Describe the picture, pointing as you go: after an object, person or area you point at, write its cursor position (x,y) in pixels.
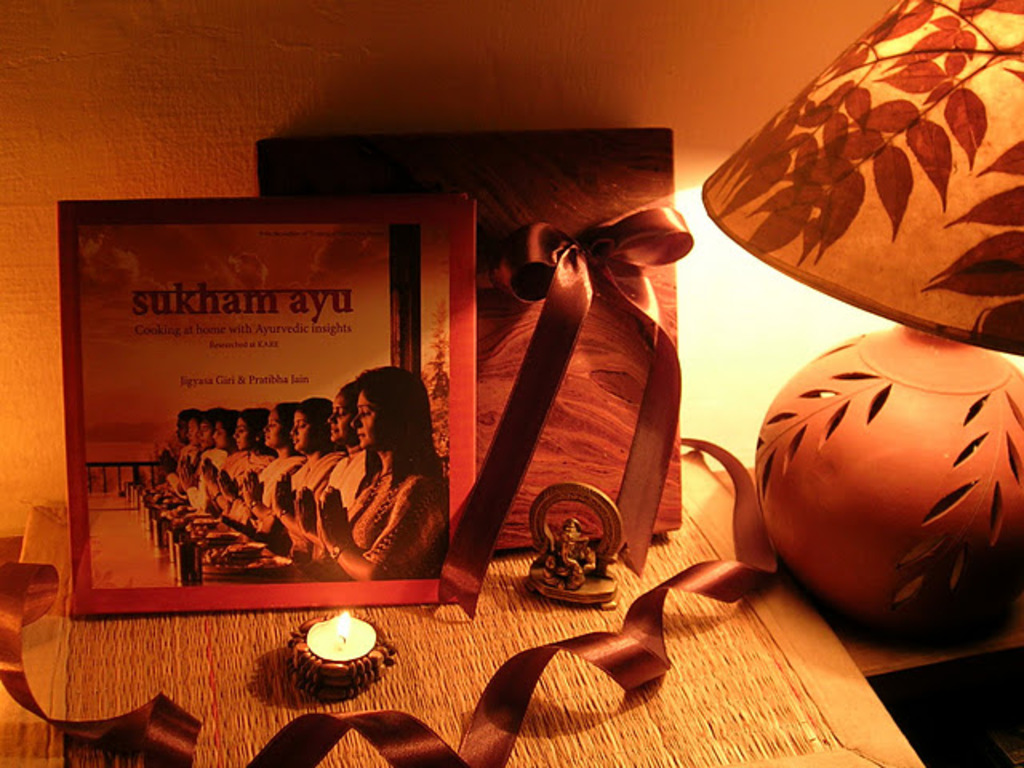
In this image there is a table (582,609) on that table (417,651) there is a candle (359,641), an idol (565,577) and there is a book (358,216) and a box (528,225), beside that there is a table lamp (820,369).
